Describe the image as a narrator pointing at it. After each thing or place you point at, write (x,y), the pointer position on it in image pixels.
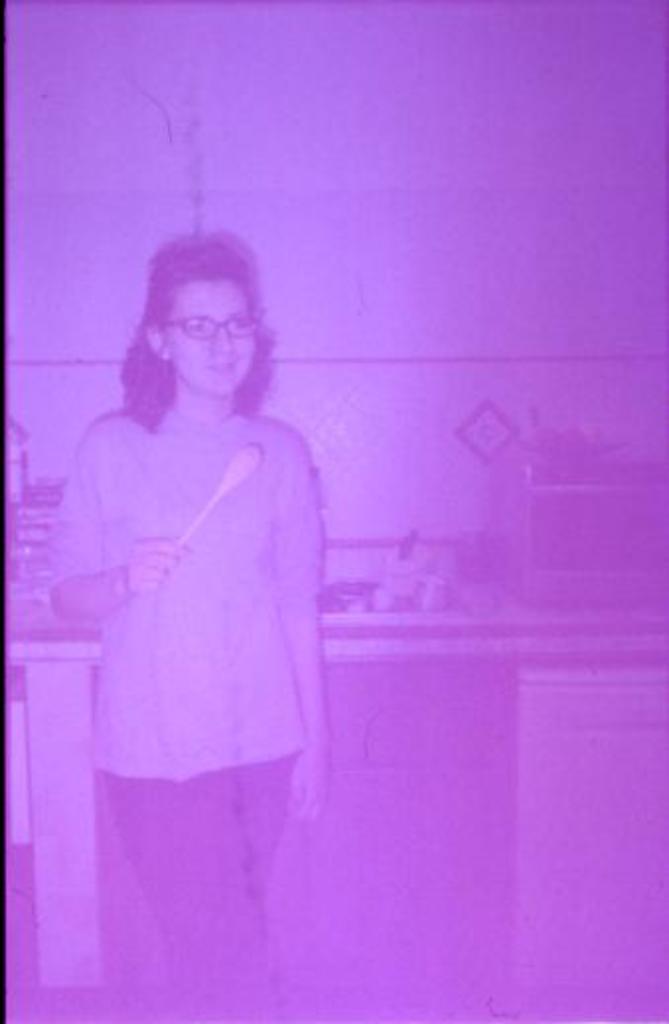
This is a edited image. In the center of the image (315,525) there is a lady (110,461) holding a spoon (252,468) in her hand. In the background of the image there is a object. There is a platform (379,617) on which there are objects (38,559).
